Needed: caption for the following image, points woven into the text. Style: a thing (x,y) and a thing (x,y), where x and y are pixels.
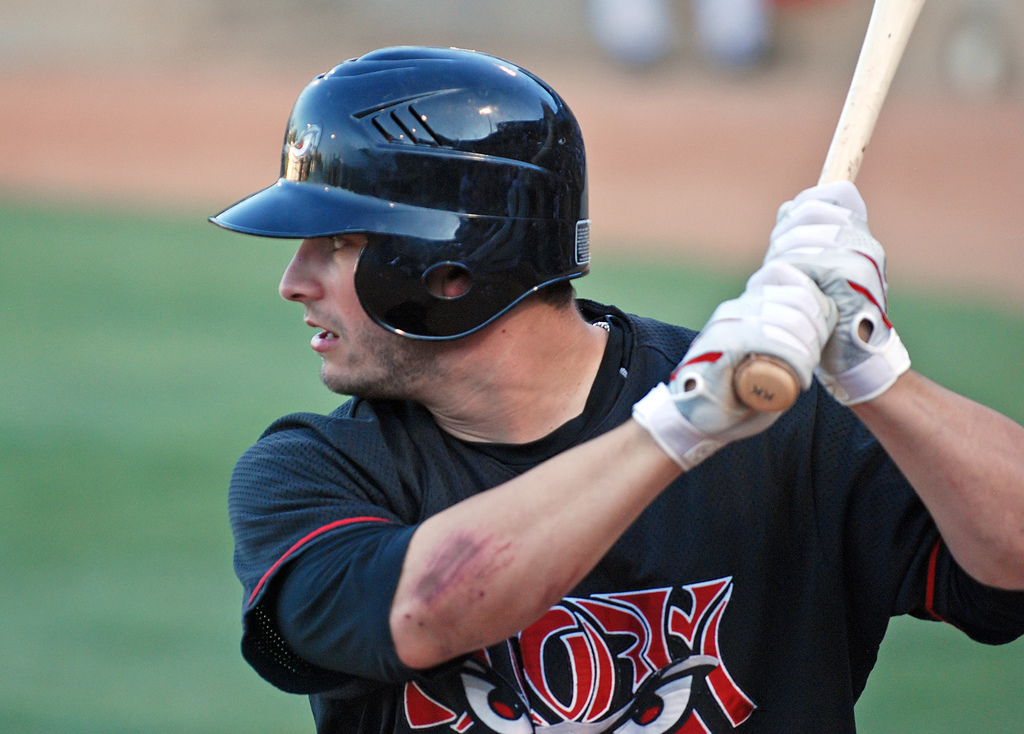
In this image we can see a person (526,677) wearing black T-shirt (389,641), helmet (429,147) and gloves (859,397) is holding a baseball bat (774,362) in his hands (679,391). The background of the image (6,256) is blurred, which is in green color.
